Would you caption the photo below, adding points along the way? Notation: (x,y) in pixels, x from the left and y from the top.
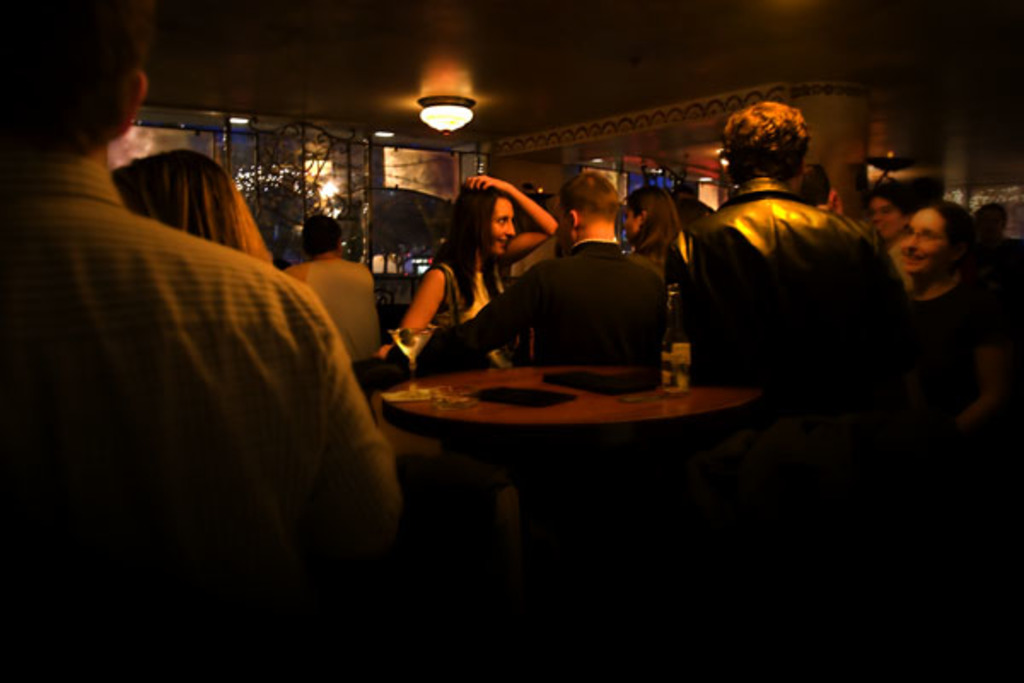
In this image we can see few people (271,314), beside that we can see a glass bottle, wine glass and a few objects (551,402) on the table (540,410). And we can see glass windows (994,193) in the background (361,172), at the top (949,68) we can see the ceiling (647,43) with the light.
